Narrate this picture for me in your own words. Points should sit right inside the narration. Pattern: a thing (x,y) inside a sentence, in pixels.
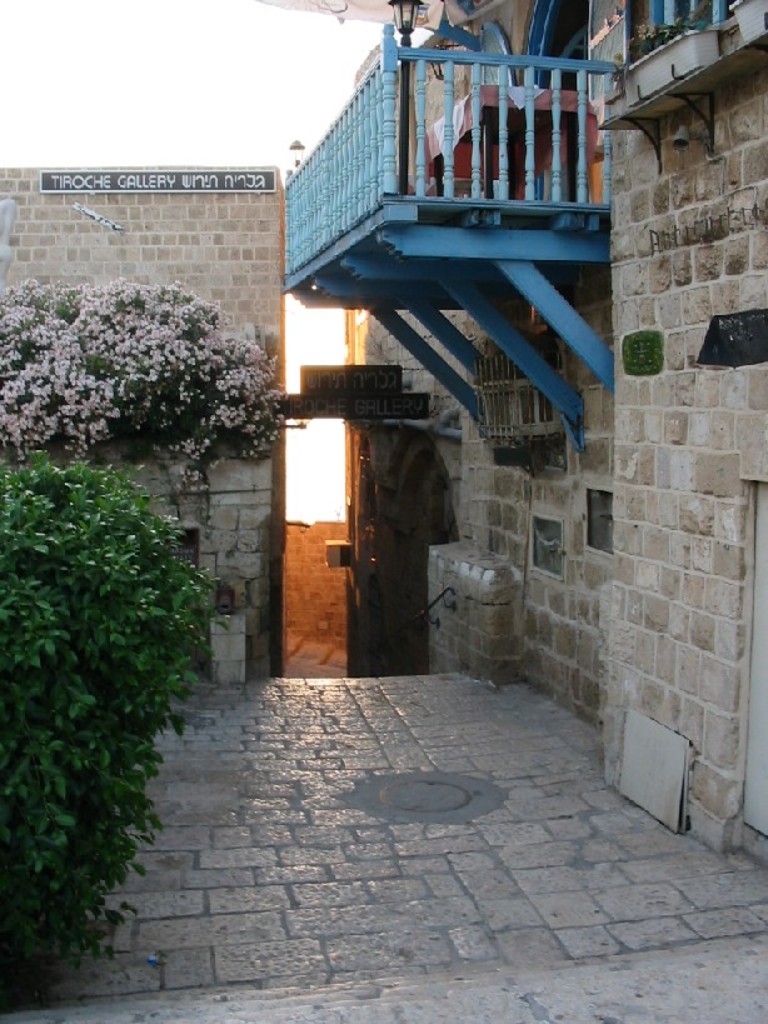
On the left side of the image (162,358) there are some plants (111,323) and flowers (107,323). Behind the plants (48,378) there is wall (14,171). On the right side of the image (622,243) there is a building (706,163).
